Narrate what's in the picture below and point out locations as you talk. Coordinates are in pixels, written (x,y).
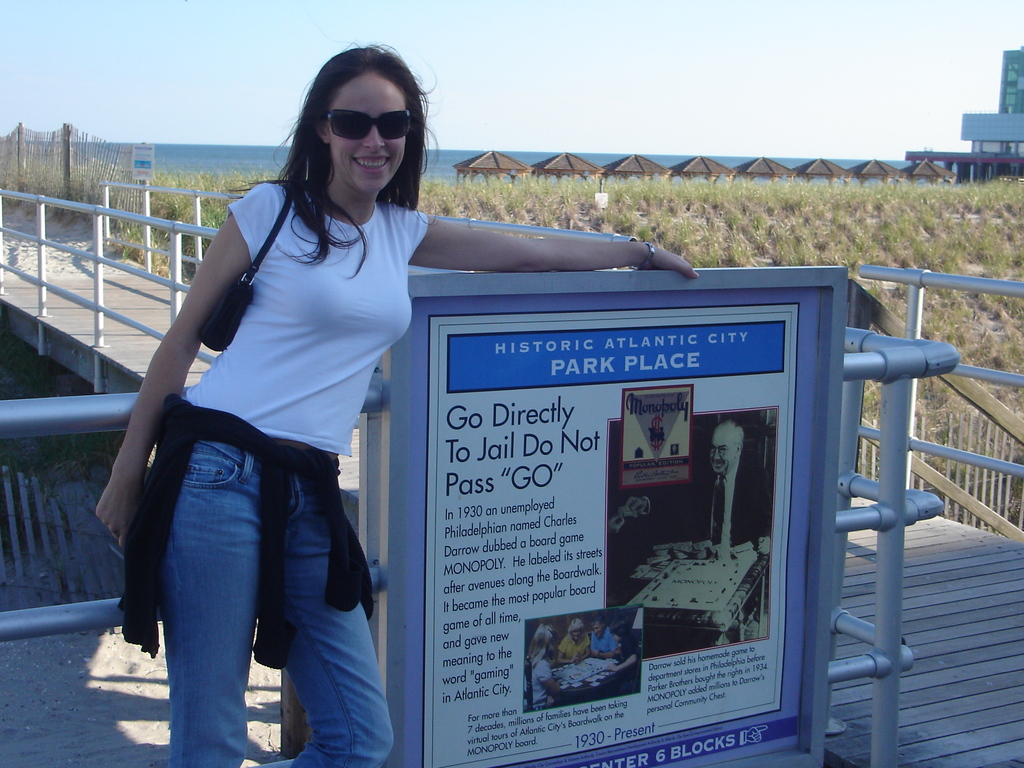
In this image I can see a woman (316,329) wearing white, black and blue colored dress (271,348) is standing. I can see the railing (67,429), the board (634,470), the bridge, some grass (142,236), a building (971,125), few umbrellas (772,171) and in the background (210,150) I can see the water (158,160) and the sky (275,68).
